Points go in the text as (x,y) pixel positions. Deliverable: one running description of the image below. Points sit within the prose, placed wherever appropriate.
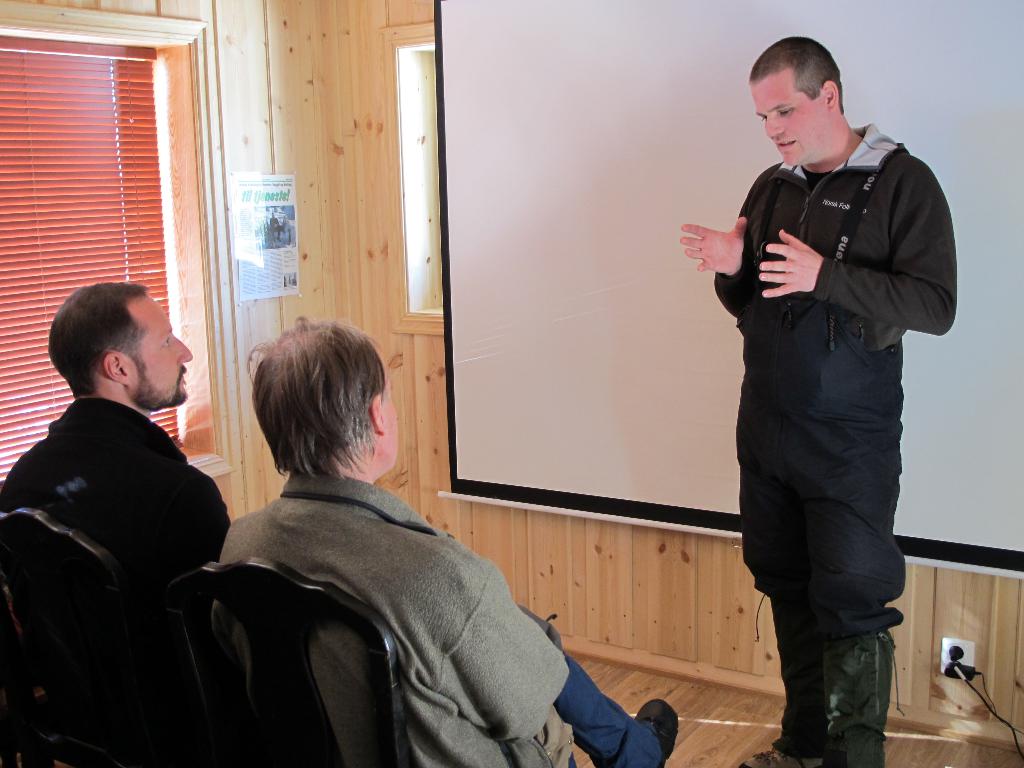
In this image we can see two persons (421,619) sitting on chairs (243,624) and a person (853,407) standing near them, there is a presentation screen (557,283) behind the person (790,592) and a plug socket (968,646) below the presentation screen (629,287), there is a window blind (84,237) and a poster (278,223) to the wall (488,506) on the left side (260,270).
